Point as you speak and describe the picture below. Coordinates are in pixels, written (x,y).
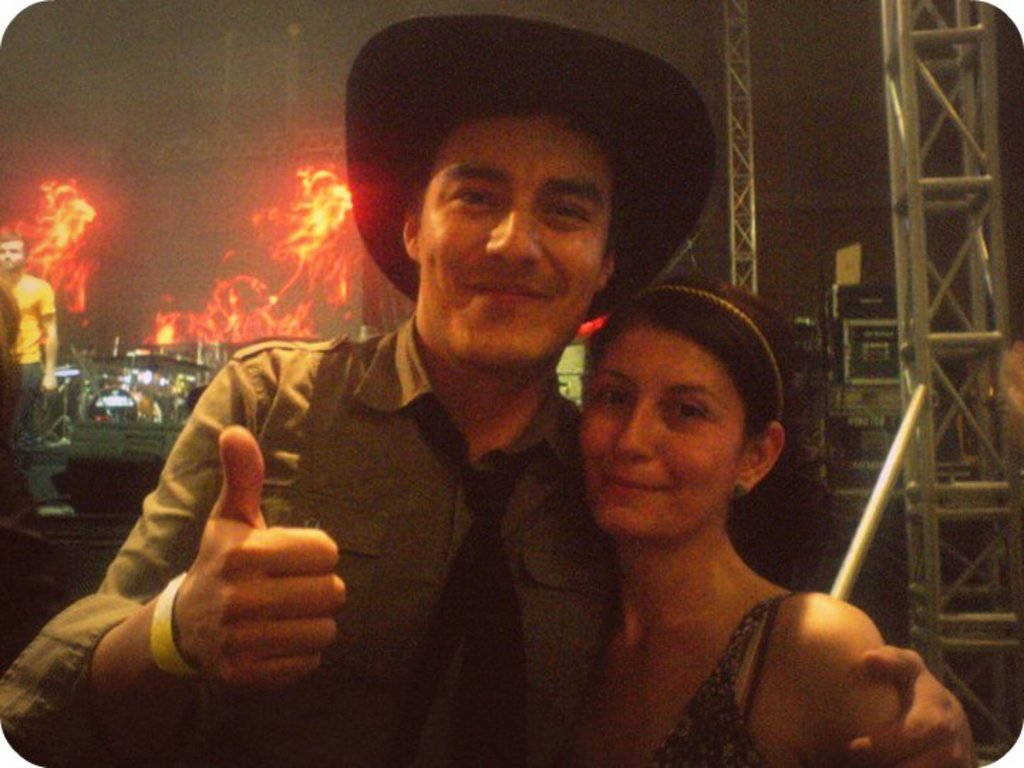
In this image, we can see a man (358,638) and a woman (676,607) standing, the man (410,504) is wearing a hat (476,81), in the background (154,358) we can see the lights (68,298) and there is a person (30,314) standing.
